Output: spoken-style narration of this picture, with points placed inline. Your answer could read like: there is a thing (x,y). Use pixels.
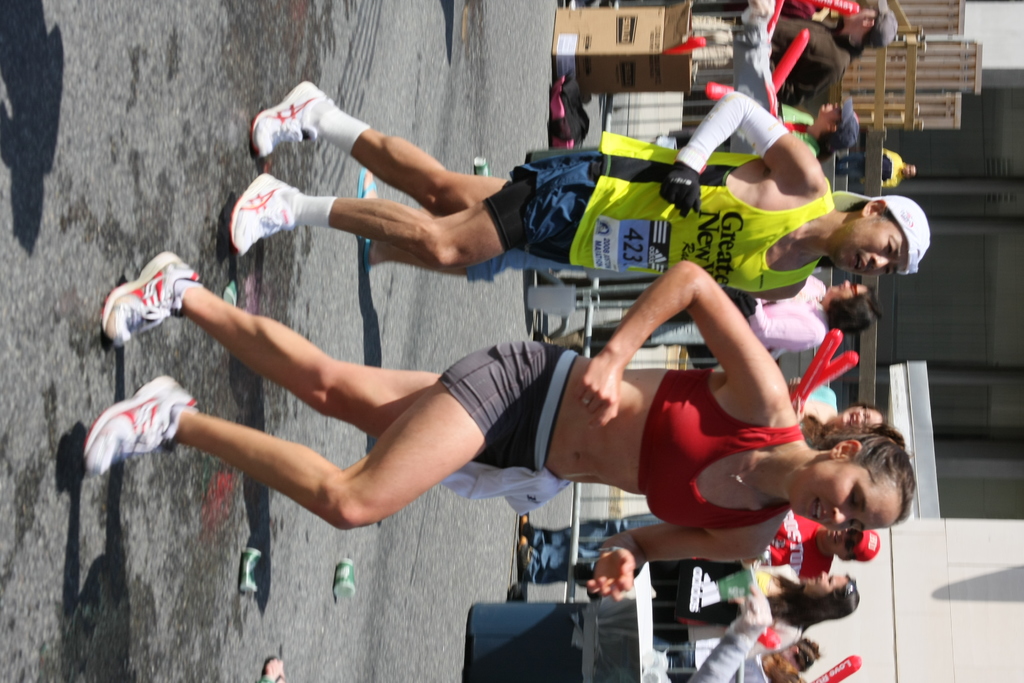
In this image we can see a few people (413,440) running on the road (303,667) and there are some people (802,8) standing on the right side of the image (860,23). There is a building (985,483) and we can see some objects (589,59) on the ground (394,676).
